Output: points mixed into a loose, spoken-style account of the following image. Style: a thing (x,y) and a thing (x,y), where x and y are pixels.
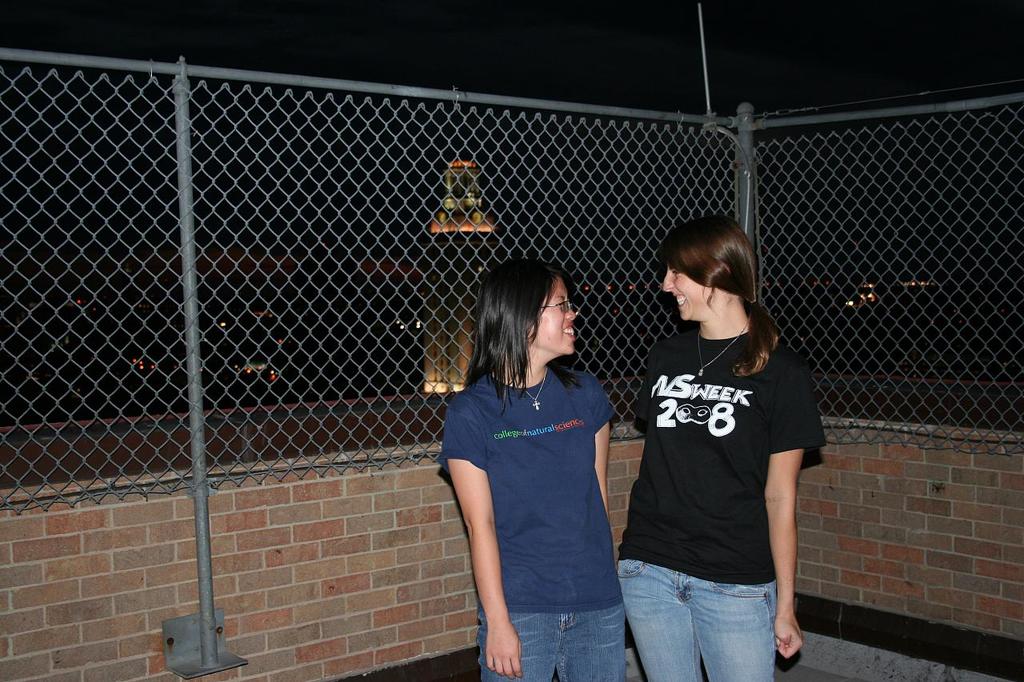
On the right side (761,406), there are two women (531,511) in different color shirts (548,421), smiling, looking each other and standing. In the background (785,259), there is a fence (556,171) attached to a brick wall (417,551) and there are buildings (446,257) which are having lights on the ground (1002,305). And the background (888,63) is dark in color.
